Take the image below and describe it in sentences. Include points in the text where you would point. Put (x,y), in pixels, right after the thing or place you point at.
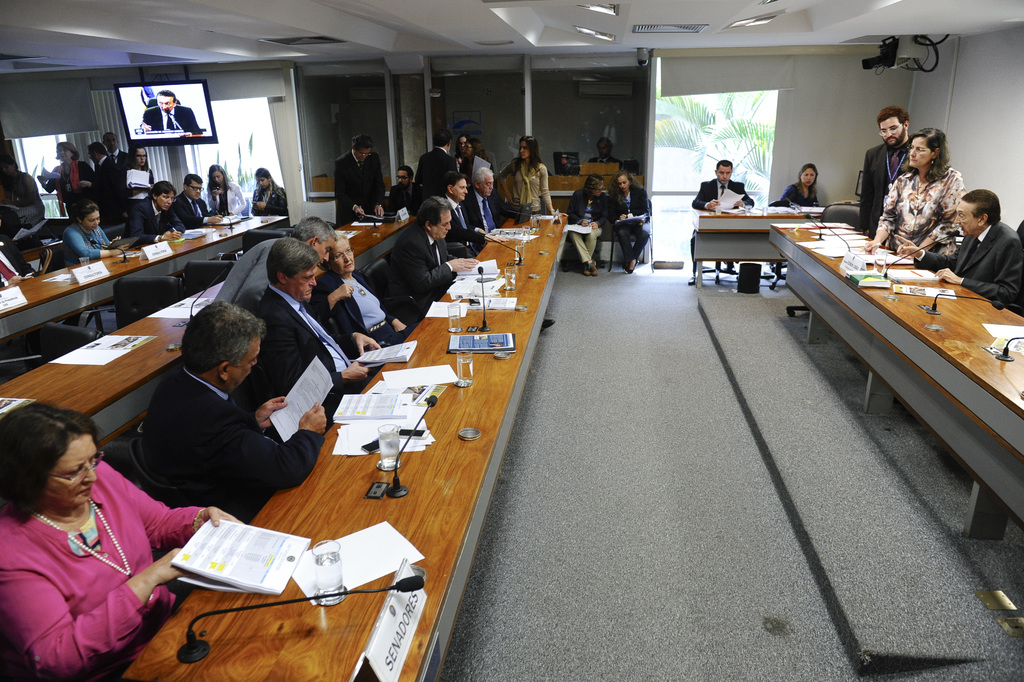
There are group of people (432,260) sitting in chairs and there is a table (441,409) in front of them which consists of books (235,550), papers (297,402), mike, glass (391,457) and there is a television (179,127) in the top left corner (160,113).
